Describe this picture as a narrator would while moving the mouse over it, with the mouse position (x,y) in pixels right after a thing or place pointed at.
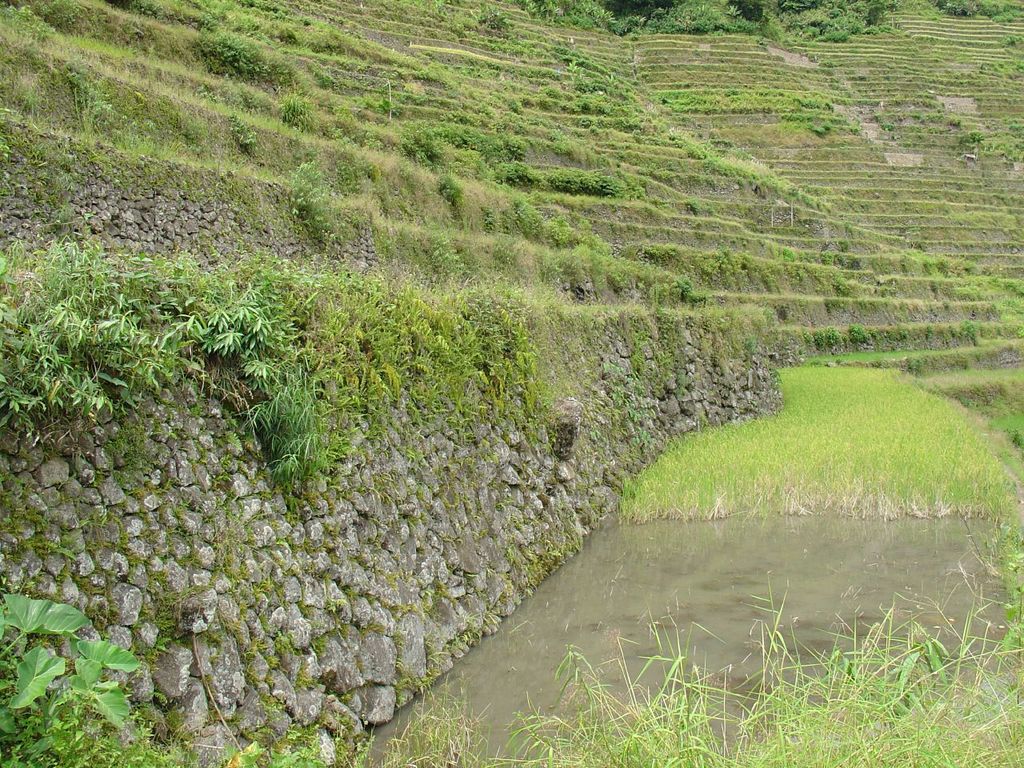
In this picture, there is a hill (677,355) with stones (423,473) and grass (816,239). At the bottom right (683,632), there is a pond (722,602) and plants (842,702).
